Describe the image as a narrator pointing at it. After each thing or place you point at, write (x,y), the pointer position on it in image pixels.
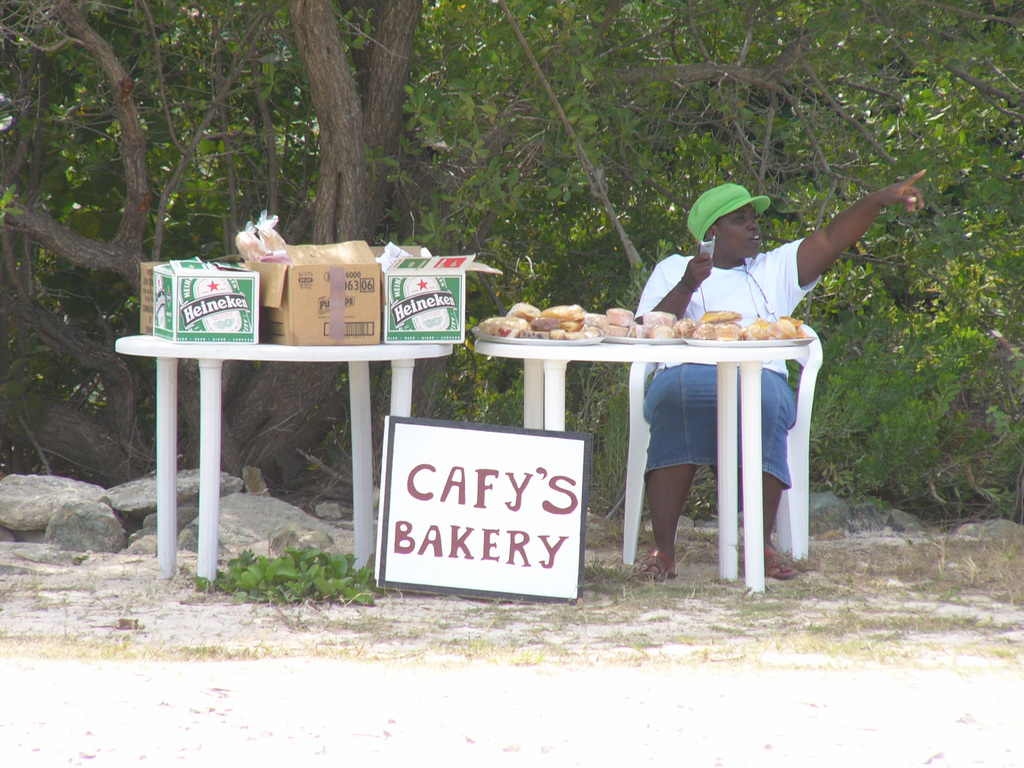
In this image we can see a person (746,269) holding an object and sitting on the chair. We can also see some carton boxes (324,311) and food items (709,328) placed on the tables (650,351) and we can also see board (487,499) with some text (468,487) and trees (305,398).
